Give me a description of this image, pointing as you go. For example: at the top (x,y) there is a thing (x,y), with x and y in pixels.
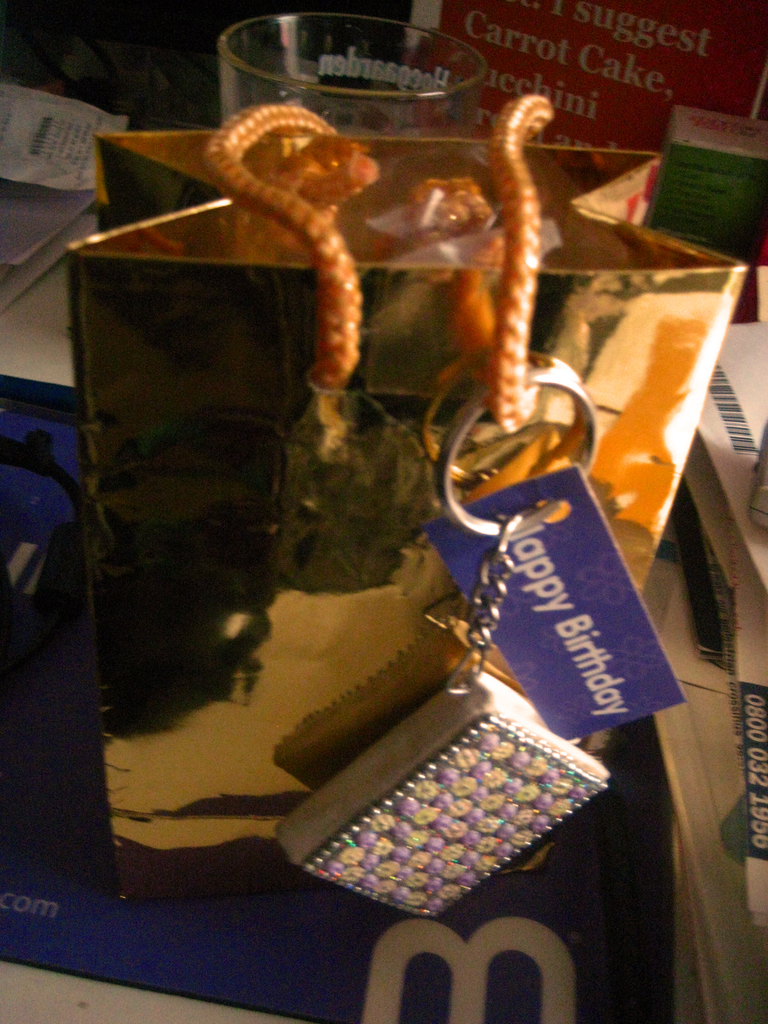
In the image in the center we can see one table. On the table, we can see papers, wallet (409,796), key chain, golden color paper bag (128,817), banners (563,24), bill paper (748,375), box (679,156), glass (369,119) and few other objects (131,901).
